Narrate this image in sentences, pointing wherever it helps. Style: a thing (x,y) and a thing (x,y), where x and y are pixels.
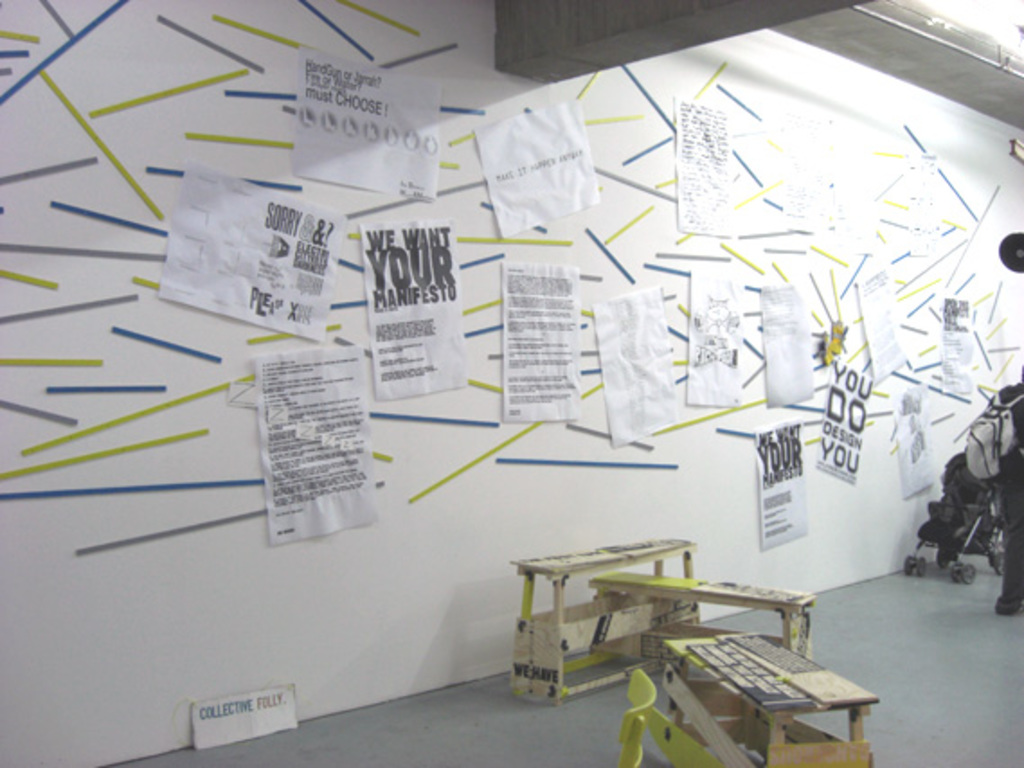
The picture consists of a wall (36,235) painted white. On the wall (139,172) there are posters (422,99) stuck and there are colored ribbons (298,43). In the foreground (633,616) there are benches (696,646). On the right (991,467) there is a person (1017,464) wearing backpack (980,448) and a cart (951,515). At the top right (1002,17) it is light (1013,11).
